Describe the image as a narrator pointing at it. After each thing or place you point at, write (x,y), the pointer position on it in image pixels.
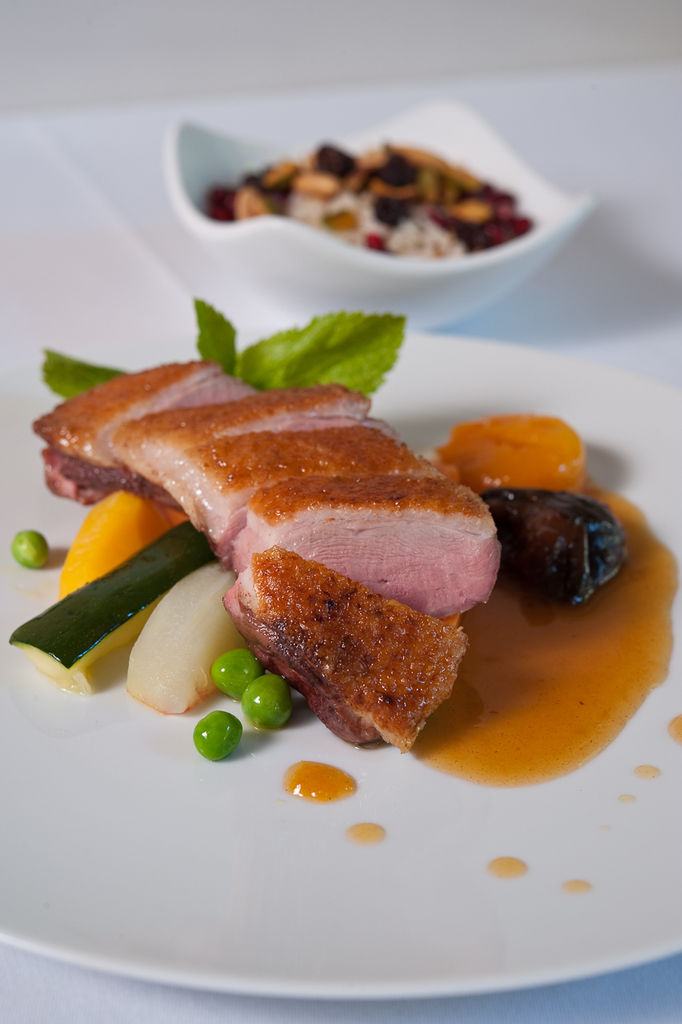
In this picture I can see food items (622,579) on the plate (123,893) and in a bowl (292,306), on the object (106,1020).
